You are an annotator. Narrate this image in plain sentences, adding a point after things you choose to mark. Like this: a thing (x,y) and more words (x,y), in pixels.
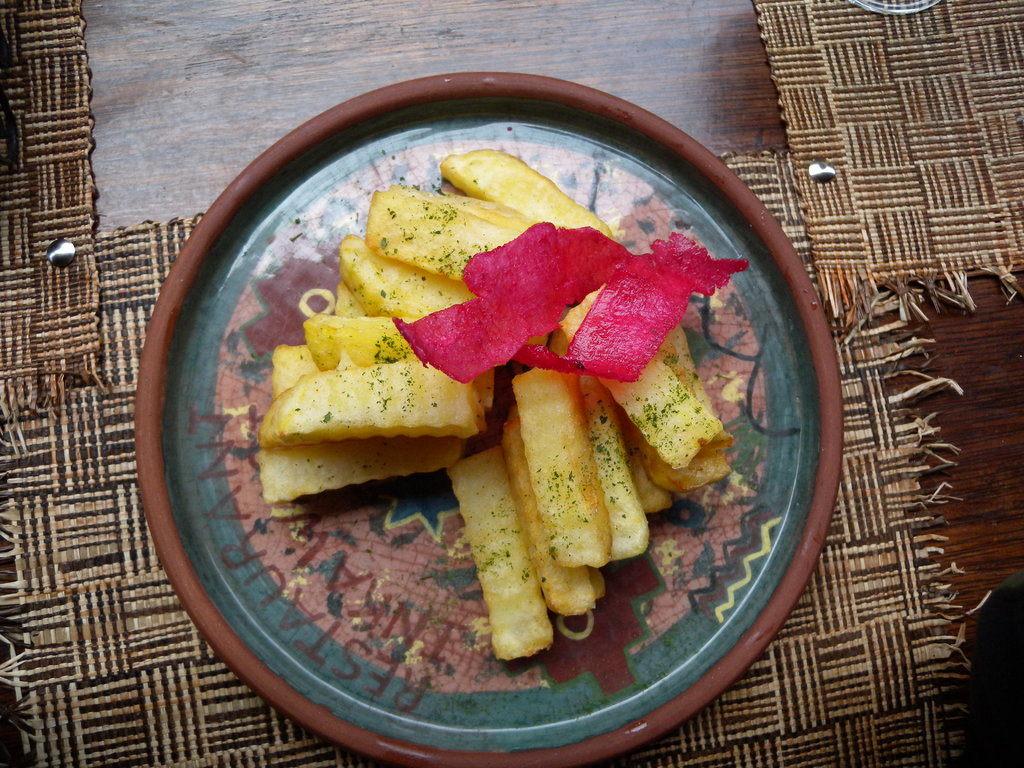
In this image I can see a food (546,478) on the multi-color plate (745,511). I can see a mat (914,192) on the table (973,317). Food (565,436) is in yellow and red color.
